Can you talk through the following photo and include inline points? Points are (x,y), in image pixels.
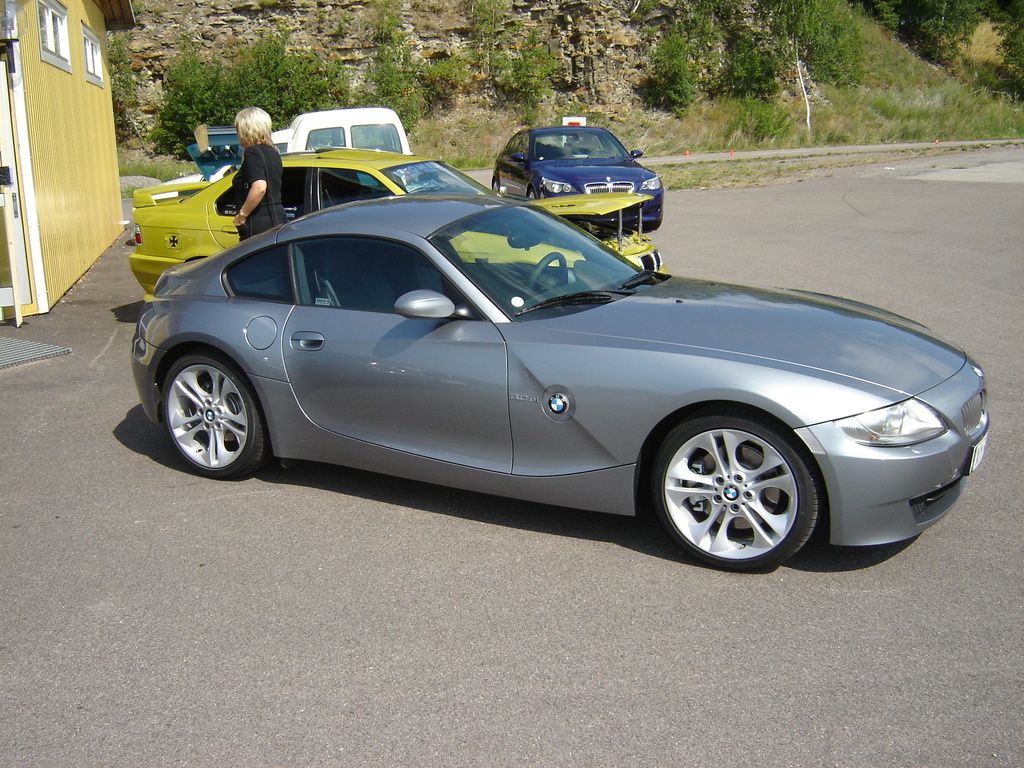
In the image we can see there are cars (467,271) parked on the road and there is a woman (251,180) standing near the car (235,211). Behind there are lot of trees (318,110) and there is a building (116,159).
